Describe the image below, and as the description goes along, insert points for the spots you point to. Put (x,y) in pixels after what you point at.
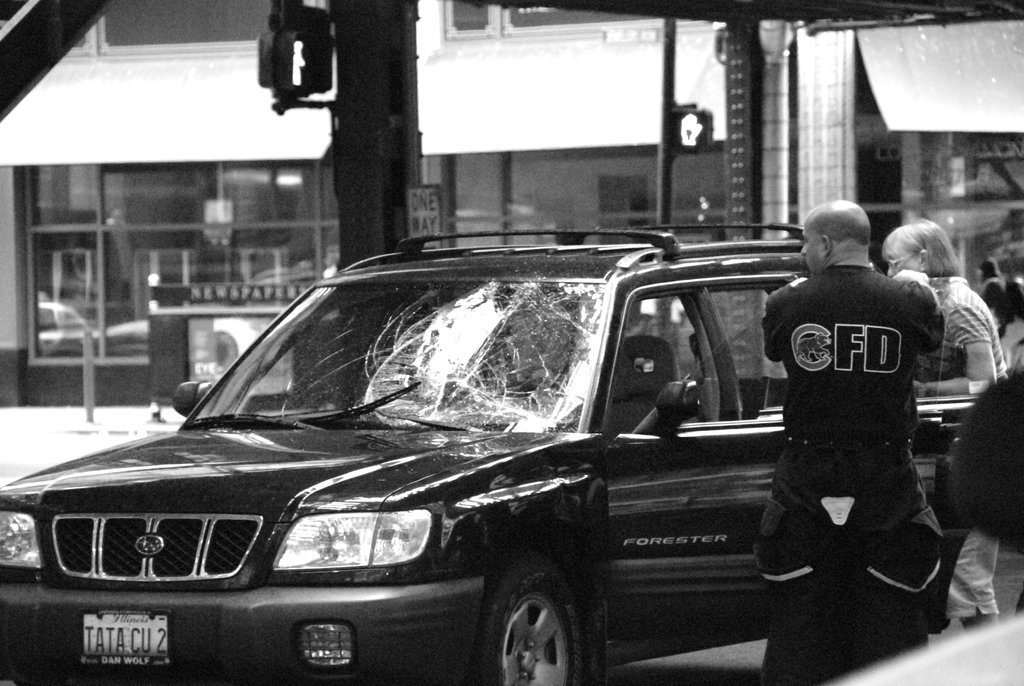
This is a black and white picture. Here we can see a car (315,372) and two persons (819,392). Here we can see a building (675,185), poles (409,117), board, signals (693,151), glass (135,208), and objects (265,314).
